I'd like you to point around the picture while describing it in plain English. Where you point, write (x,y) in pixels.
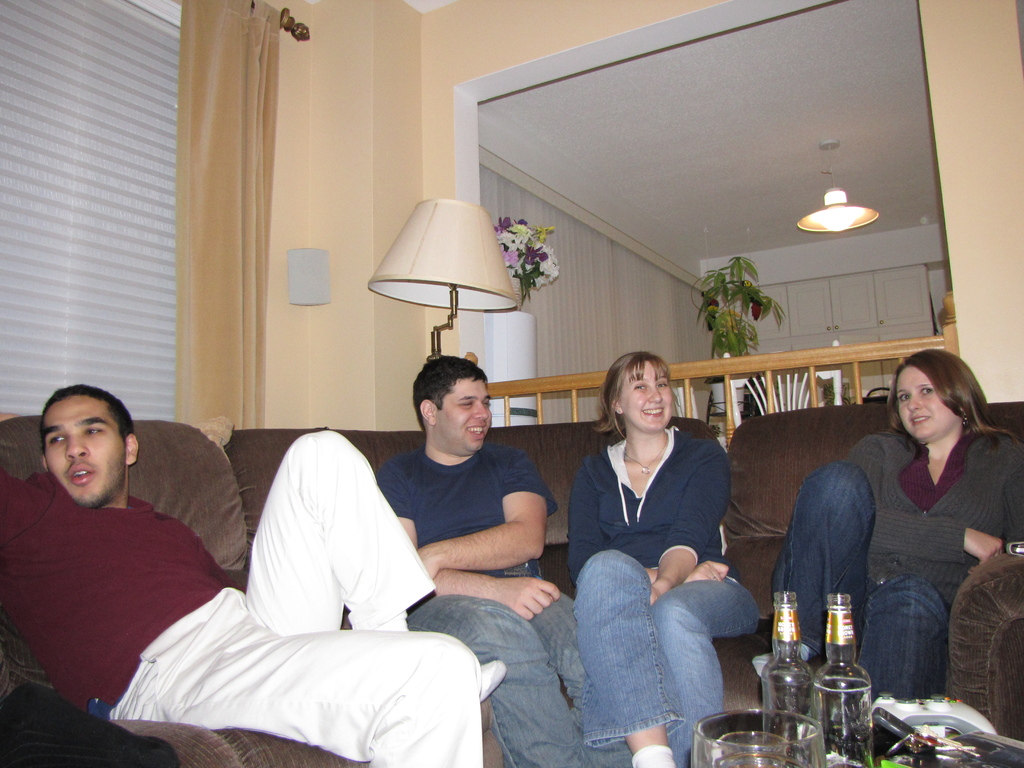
An indoor picture. Light (817,227) is attached with a roof (799,170). Far there are plants (535,253). Curtain (262,289) is in cream color. This 4 persons (518,471) are sitting on a couch (990,581). In-front of this person's (513,585) there is a table (963,745). On a table (774,731) there is a glass (757,736) and bottles (836,666). This are furniture (894,302).
